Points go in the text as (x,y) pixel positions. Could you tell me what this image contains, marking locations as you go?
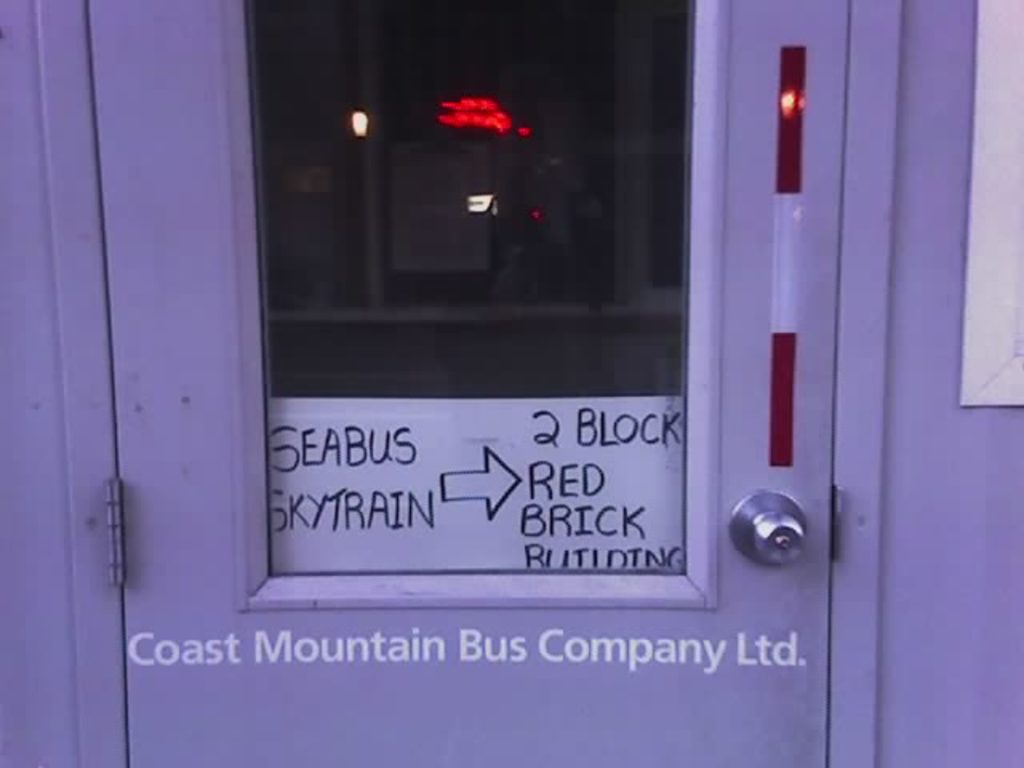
In the image there is a door (572,696) and some information (279,434) is written on the small paper (418,436) and attached to the door (504,580).
